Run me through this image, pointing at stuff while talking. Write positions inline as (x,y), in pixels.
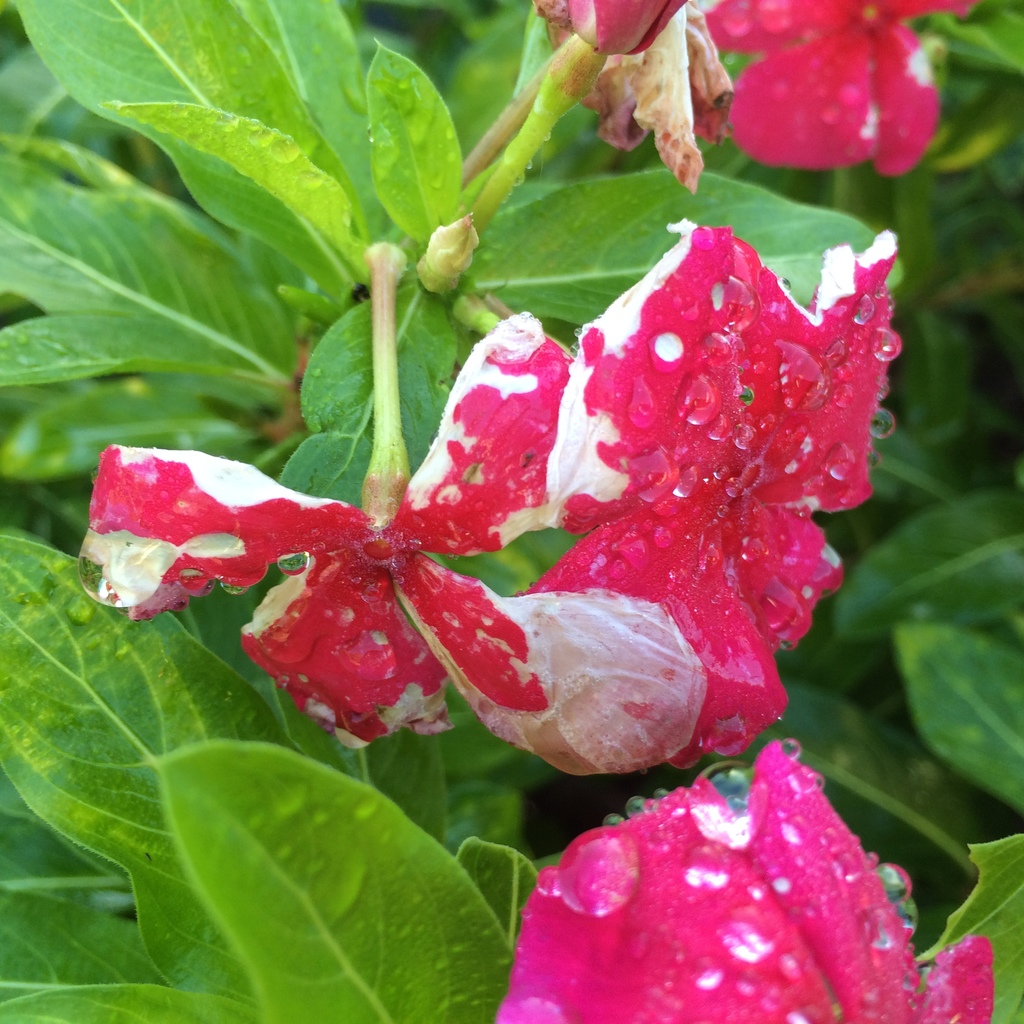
In this image we can see some pink color flowers (688,582) on the plants (572,254).
